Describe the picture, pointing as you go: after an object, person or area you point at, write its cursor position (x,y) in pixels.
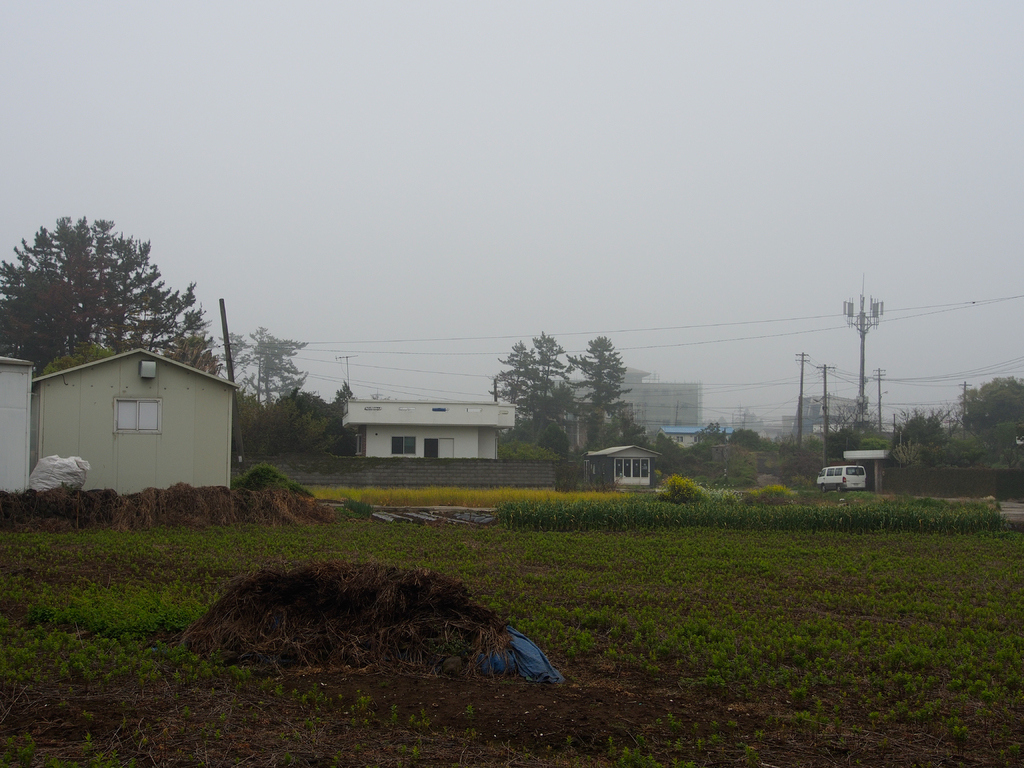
In this image we can see few buildings (509,416), trees (554,416), grass (571,501), few poles (880,382) with wires (743,338) and the sky (774,345) in the background (520,258).
